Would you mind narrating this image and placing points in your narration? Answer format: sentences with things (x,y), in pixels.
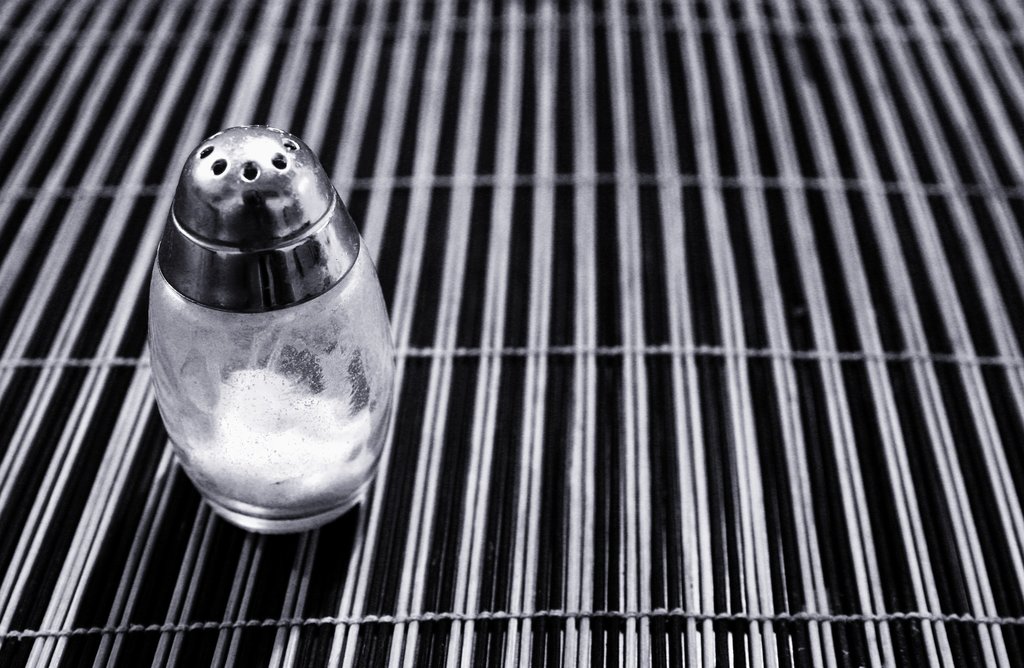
In this image I can see the salt shaker (187,347). It is on the bamboo mat (445,553).
